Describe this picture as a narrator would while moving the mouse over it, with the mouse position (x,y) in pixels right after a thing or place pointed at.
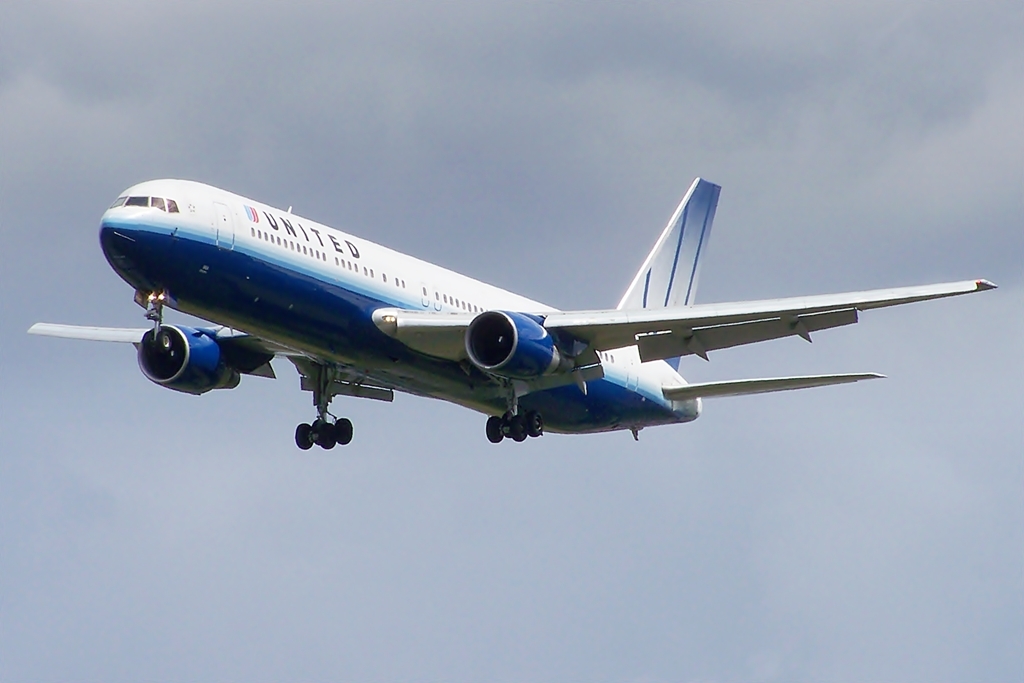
In this picture we can see an airplane (451,274) in the air (513,279).
